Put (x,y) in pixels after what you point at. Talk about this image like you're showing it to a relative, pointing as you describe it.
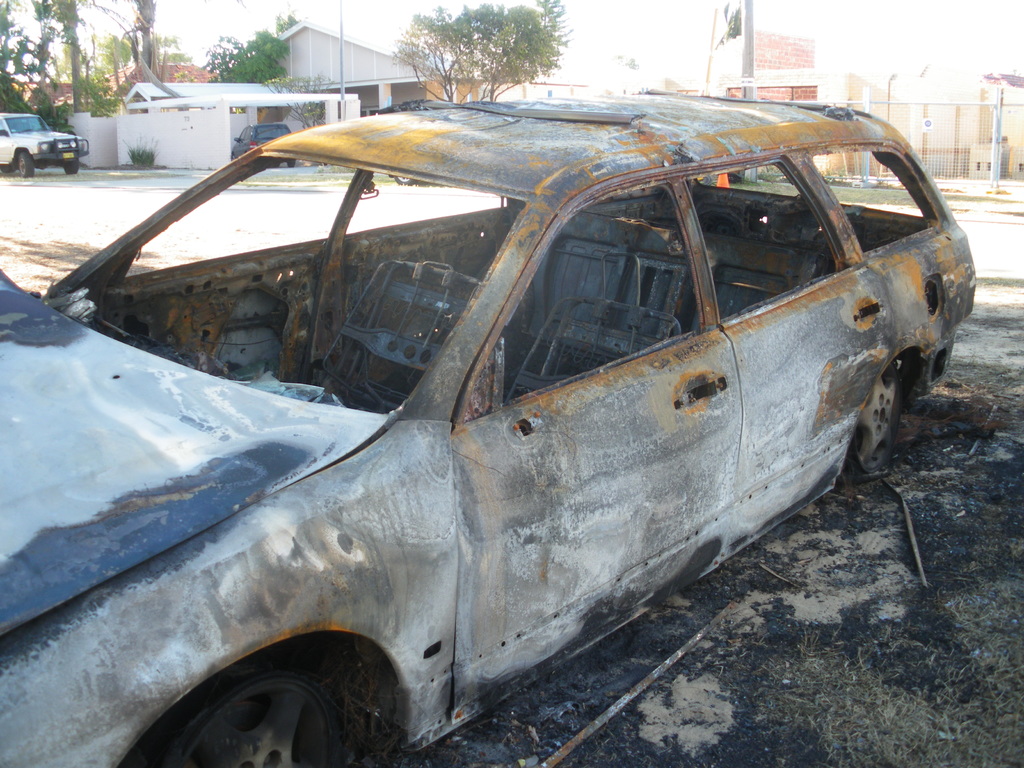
In this image in the center (608,313) there is one car (718,351) which is burnt, and at the bottom (737,690) there is grass (960,694). And in the background (23,158) there are some houses (951,134), poles (999,141), vehicles (18,163), trees (95,106) and in the center of the image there is road (994,255).
